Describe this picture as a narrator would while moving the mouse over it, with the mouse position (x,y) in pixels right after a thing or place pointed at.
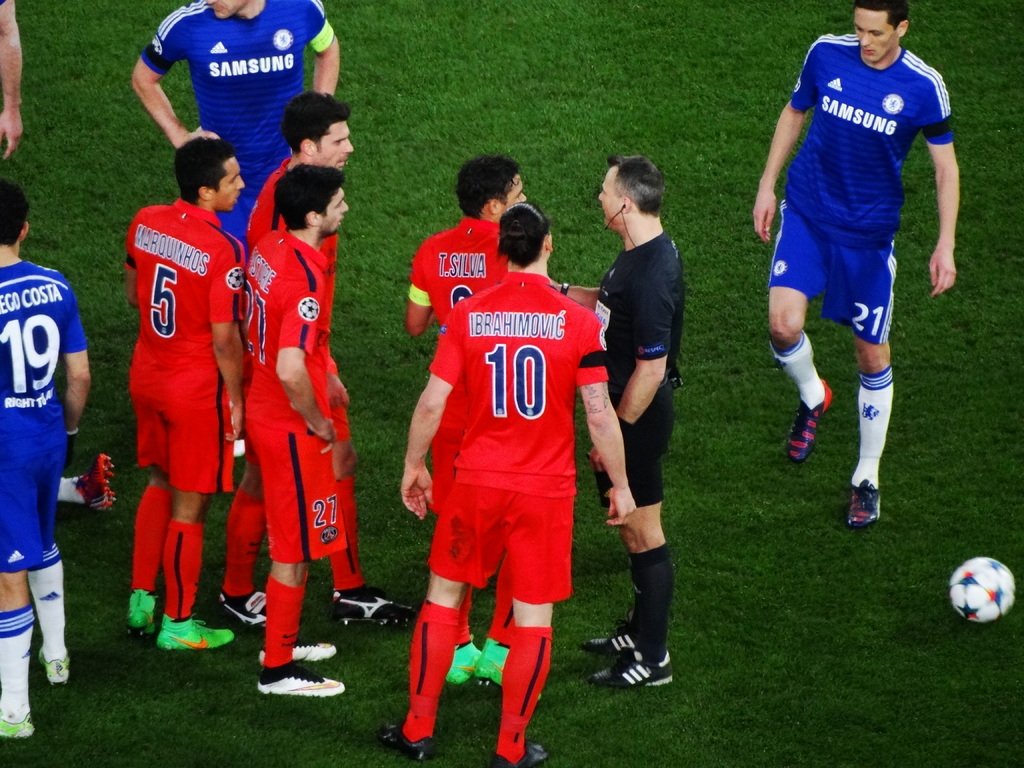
In this picture I can see a group of people (475,359), there is a football (969,566) on the right side (984,567).
